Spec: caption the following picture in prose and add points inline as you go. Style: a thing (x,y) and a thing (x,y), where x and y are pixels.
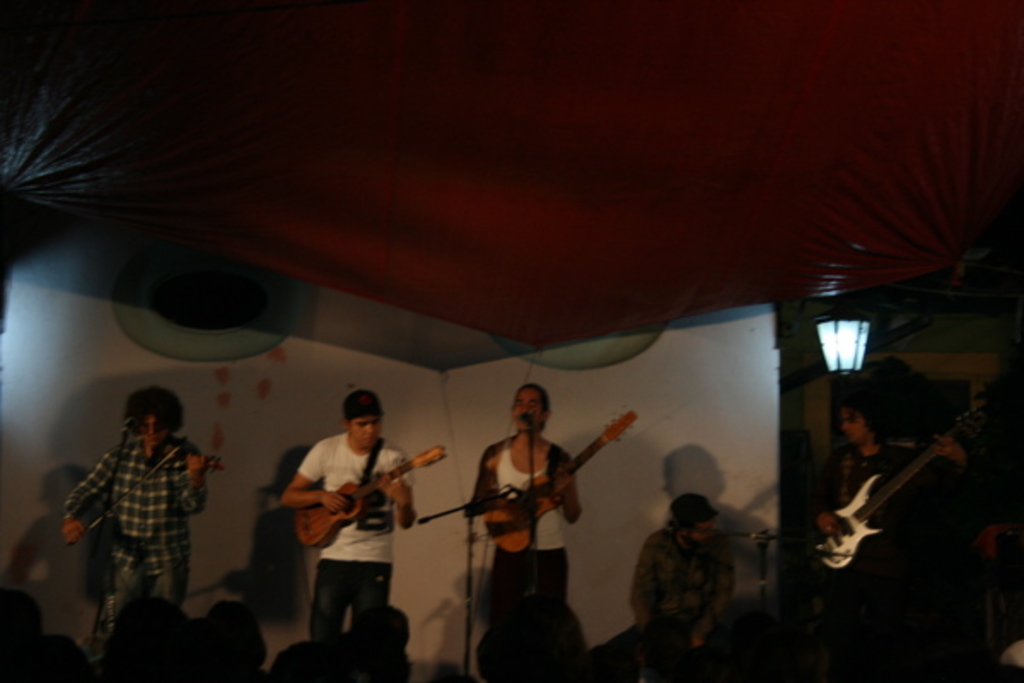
In a picture on the left corner of the picture (128,542) a person (131,479) is standing and playing a violin (209,462) beside him a person (351,560) is playing a guitar (358,483) and beside him another person (515,463) is playing a guitar (543,488) and one person (673,609) is sitting and in the right corner of the picture (891,610) another person (884,517) is playing a guitar (915,475) behind them there is a big poster (273,345) and one cloth (263,244) upon on them and there is a light (857,339), in front of them there is a crowd (134,615).
